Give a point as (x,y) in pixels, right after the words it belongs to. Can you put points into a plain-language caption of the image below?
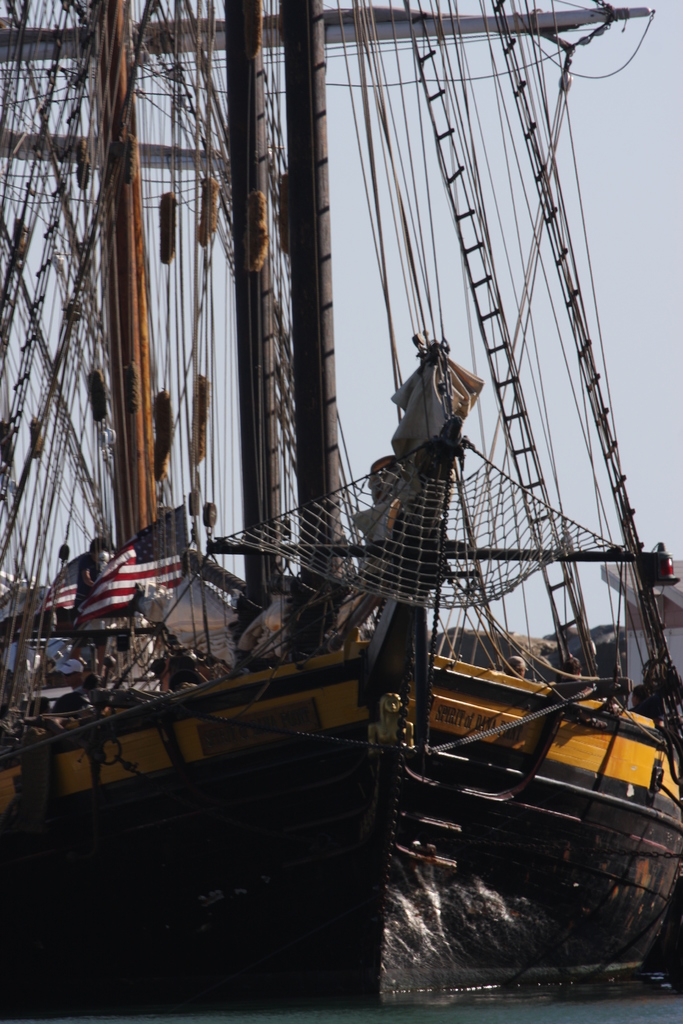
In this picture I can see there is a ship (211,808) sailing on the water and there are some strings (350,530) attached to the ship (587,864) and there are some people (90,575) inside the ship (619,727) and the sky (633,463) is clear.
